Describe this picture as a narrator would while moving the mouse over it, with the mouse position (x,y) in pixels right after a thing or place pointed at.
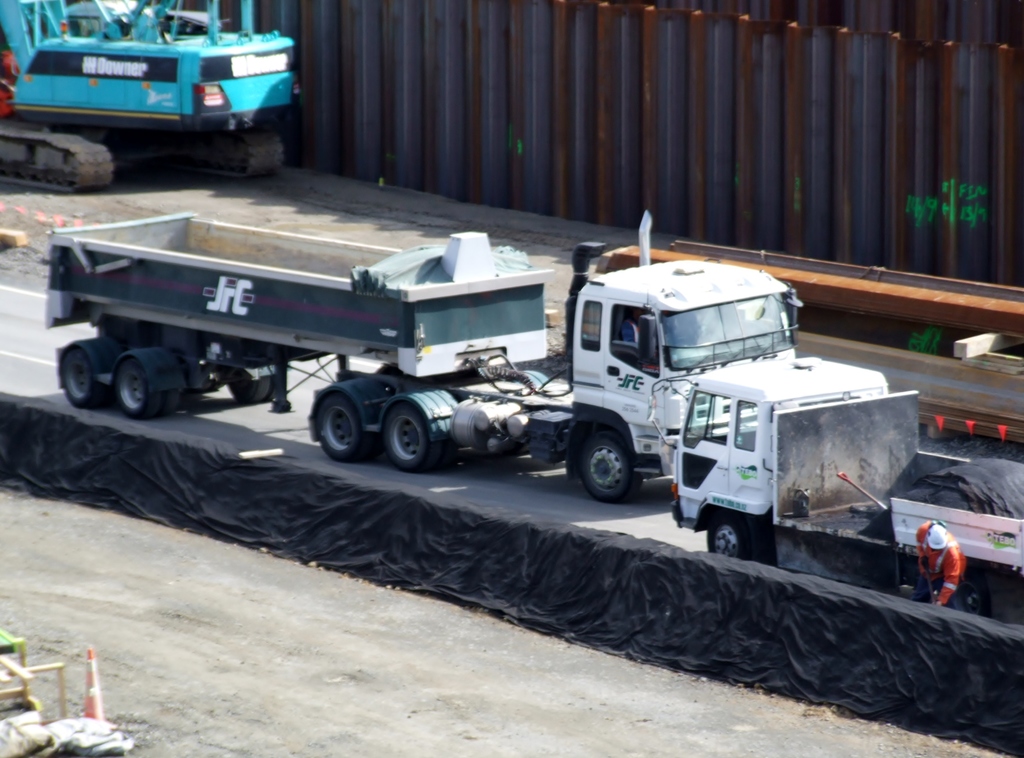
This image is taken outdoors. At the bottom of the image (347,705) there is ground (255,691). There are a few objects (28,722) on the ground (68,700). In the background (191,31) there is a wall (385,64) and a crane (98,130) is parked on the ground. In the middle of the image (645,274) two trucks (741,374) and a vehicle (795,464) are parked on the road (45,391) and there is a black colored cloth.
